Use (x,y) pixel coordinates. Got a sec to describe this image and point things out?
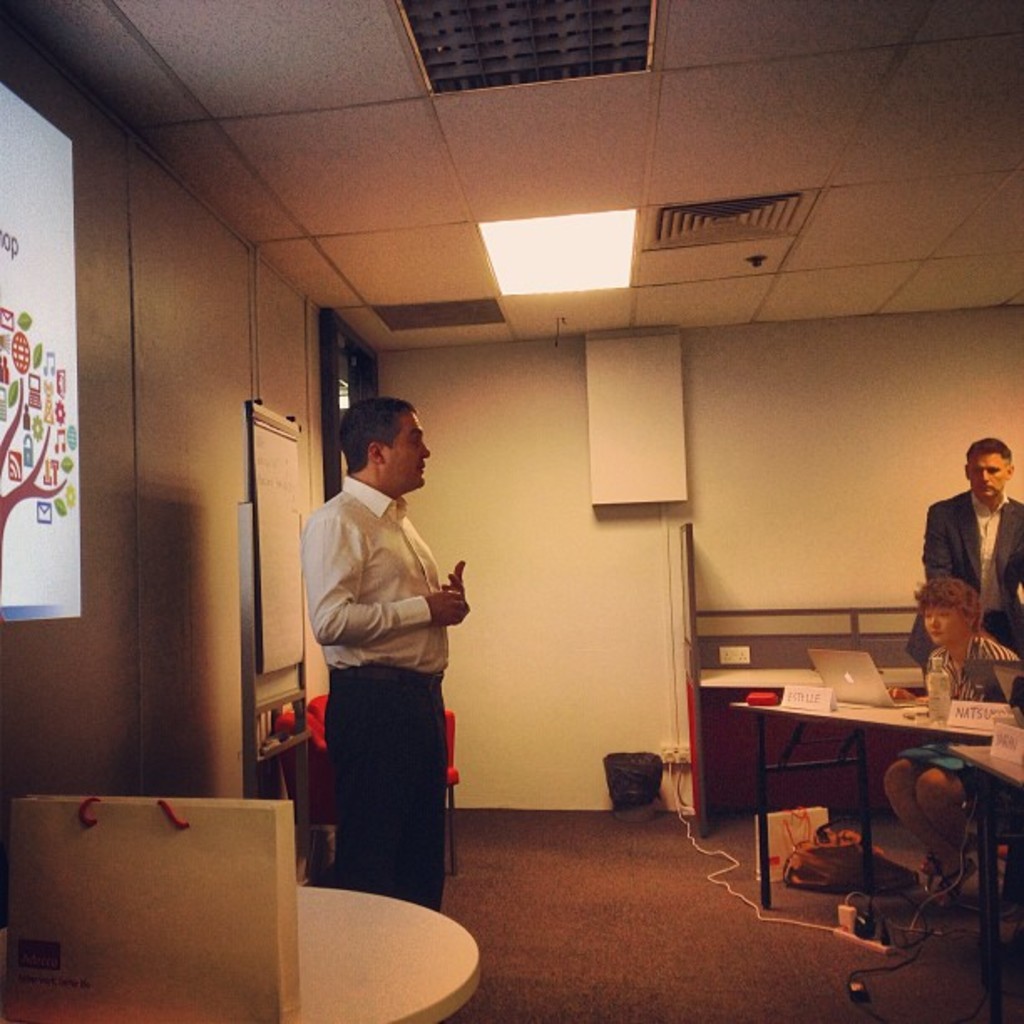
This is a picture taken in a room (696,749), in the room (741,723) there are a group of people (926,791) some are sitting on chairs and some are standing on the floor (644,913) in front of these people (900,699) there is a table (829,715) on the table (848,707) there are name board (811,707), bottle (940,671) and laptop (842,683). The man (442,636) in white shirt (362,608) was standing on the floor (466,867) and explaining something. Behind the man (363,614) there is a projector screen (37,471), wall (164,542), white board (275,560). Background of these people (415,639) is a wall (789,440) and there are ceiling lights (549,250) on the top (549,247).
